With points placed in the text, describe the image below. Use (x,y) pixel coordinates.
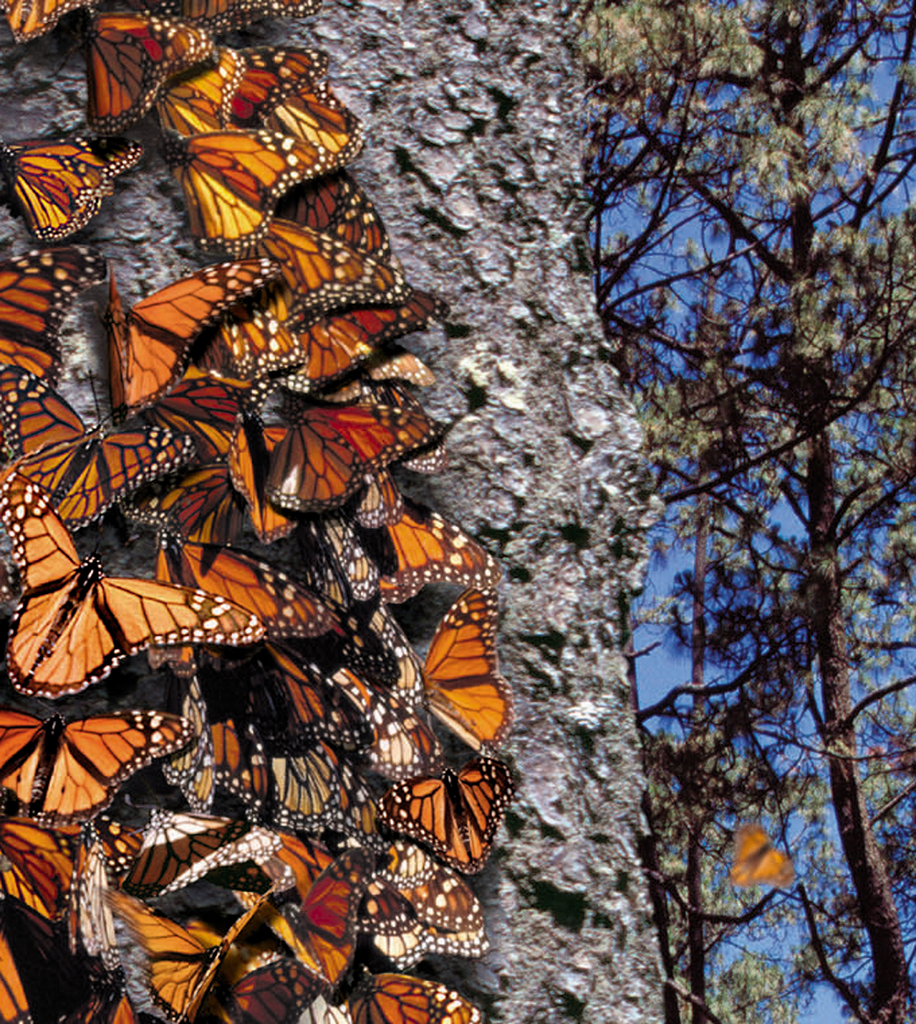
In this picture there are butterflies (145,448) on the left side of the image (102,652) and there are trees (740,688) on the right side of the image (737,478).
